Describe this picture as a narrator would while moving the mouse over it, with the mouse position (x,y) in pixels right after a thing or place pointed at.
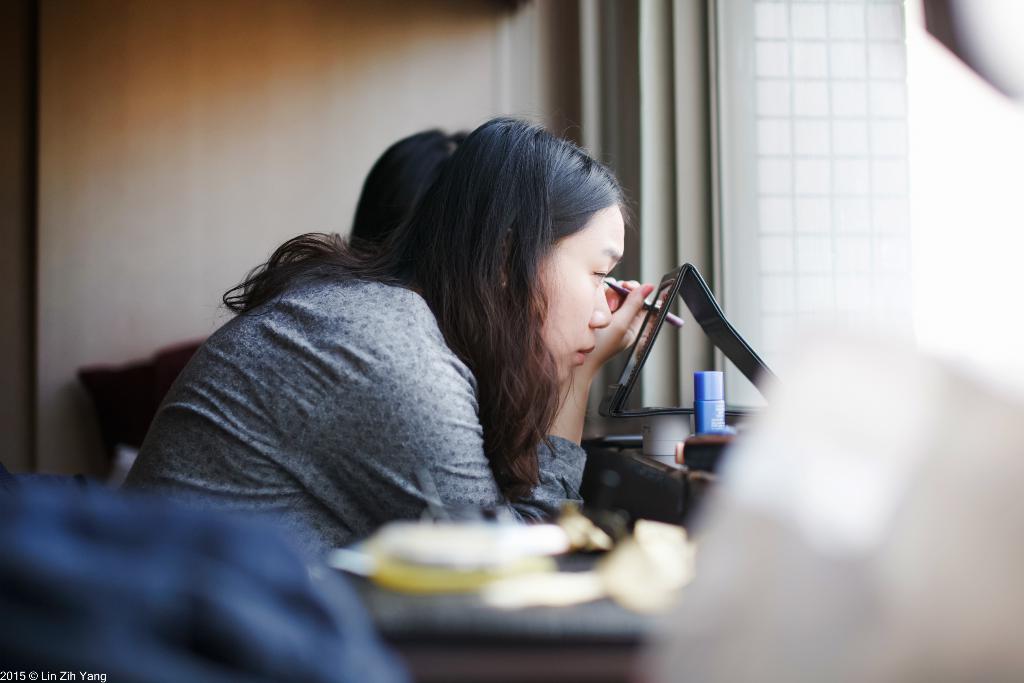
In the center of the image (424,343), we can see a lady (550,392) holding eyebrow pencil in her hand (630,312) and we can see a mirror (744,375), a bottle (717,415) and some other person (393,153) in the background (408,147).
